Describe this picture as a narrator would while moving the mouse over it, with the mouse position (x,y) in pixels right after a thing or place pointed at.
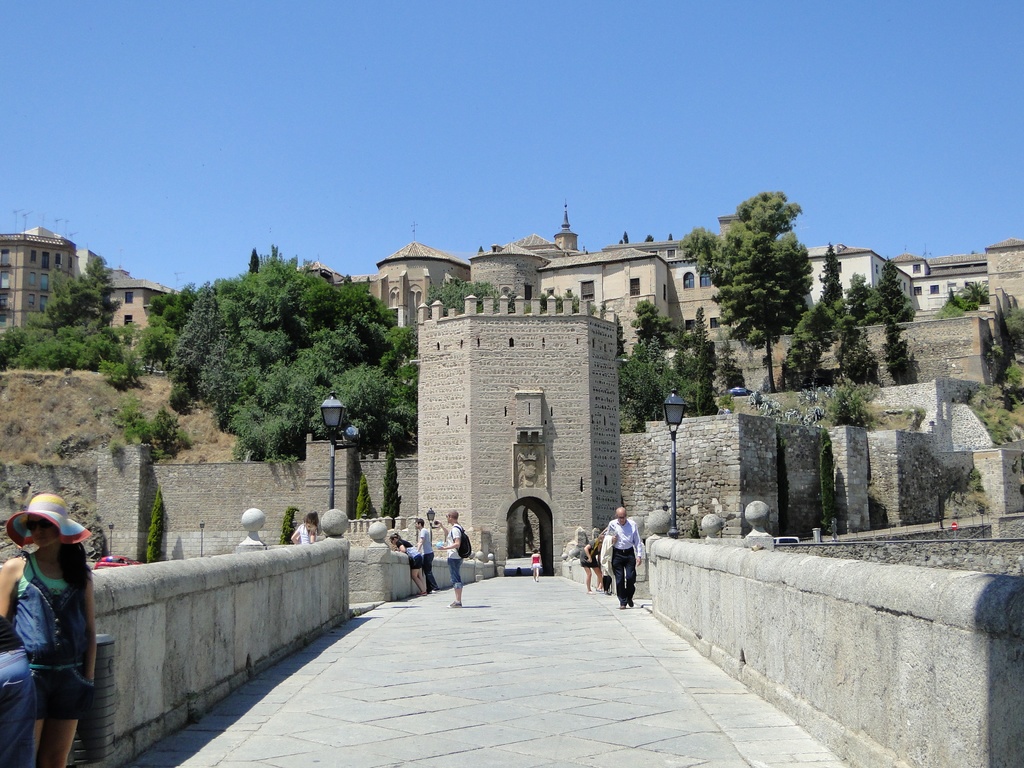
This picture is clicked outside. In the center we can see the group of people (392,542). In the background (590,327) we can see the buildings (599,288), trees (287,379), lights (331,417) attached to the poles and the sky (507,79).
